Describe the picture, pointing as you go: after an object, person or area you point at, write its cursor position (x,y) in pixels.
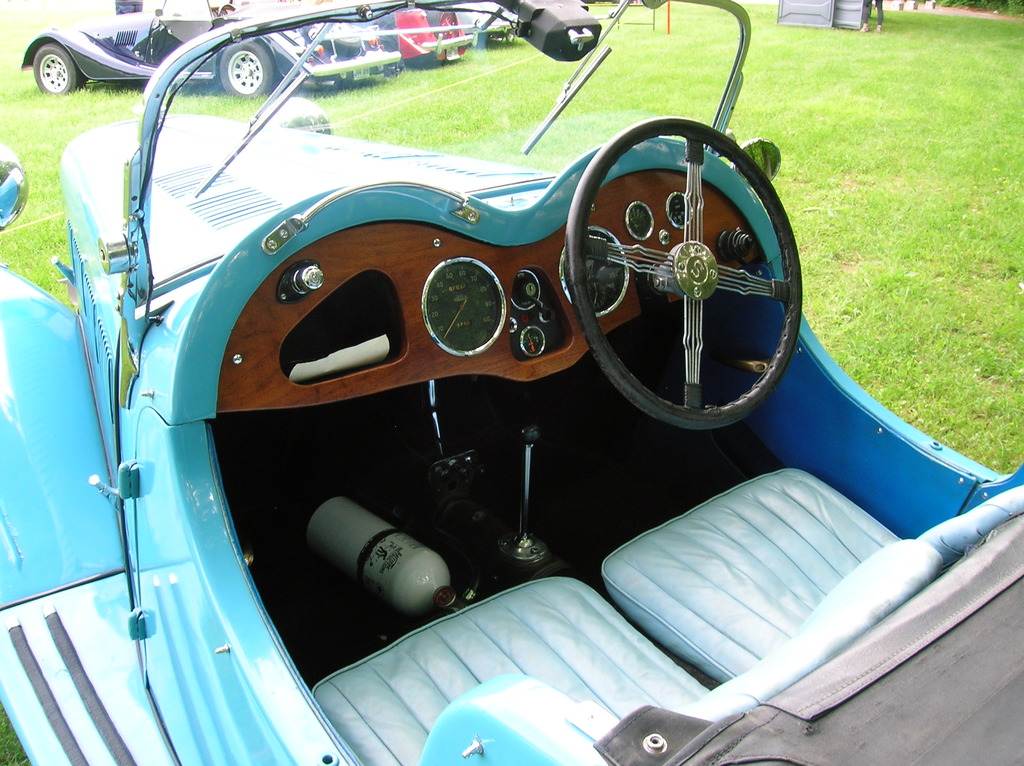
In the image we can see vehicles (546,592) and these are the seats (686,615), steering part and speedometer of the vehicle (458,372). Here we can see grass (923,253) and a person (879,9) standing.
